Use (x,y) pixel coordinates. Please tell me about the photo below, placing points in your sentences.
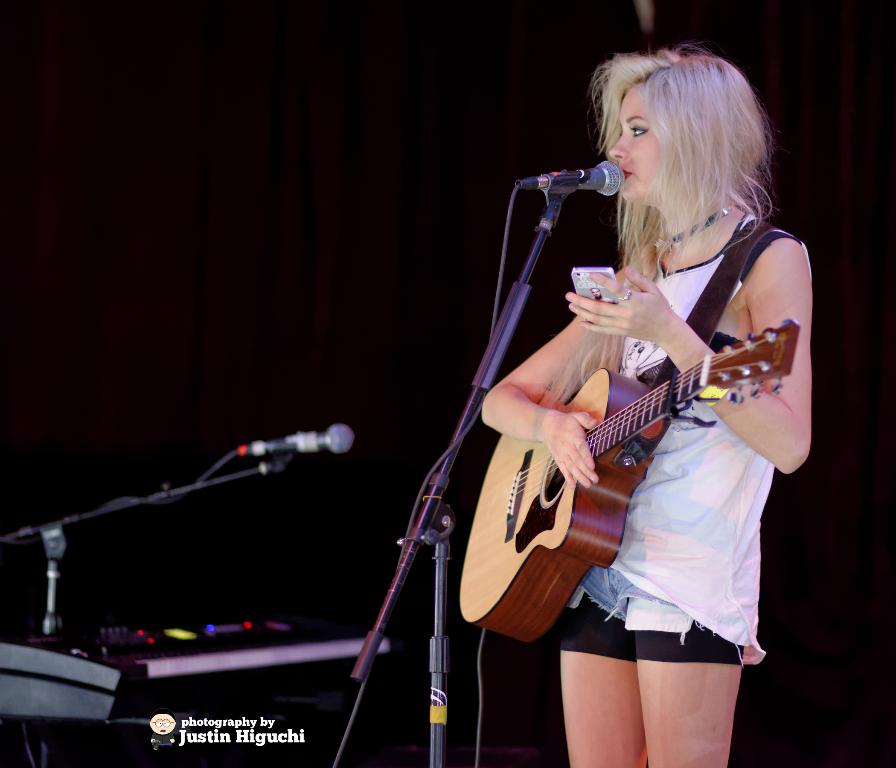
In this image, There is a woman (646,517) standing and carrying some music instrument (596,454) and she is holding a mobile (596,287) in her hand (611,319) there is a microphone (596,176) she is singing in microphone (607,172), In the left side (287,448) there is a microphone (312,449) in black color, In the background (179,317) there is a black color wall (368,187).
